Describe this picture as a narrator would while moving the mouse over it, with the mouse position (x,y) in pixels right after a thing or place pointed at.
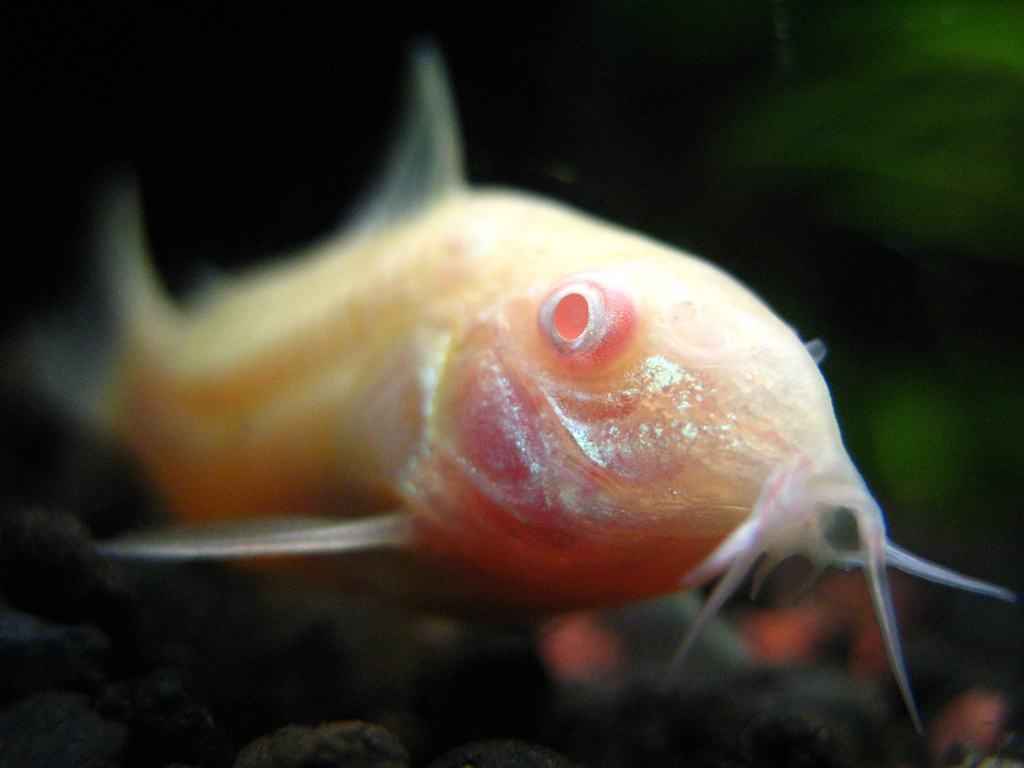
In this picture I can see a fish (267,393) in front (452,389), which is of white, cream and pink in color and it is a bit dark in the background (806,146).
